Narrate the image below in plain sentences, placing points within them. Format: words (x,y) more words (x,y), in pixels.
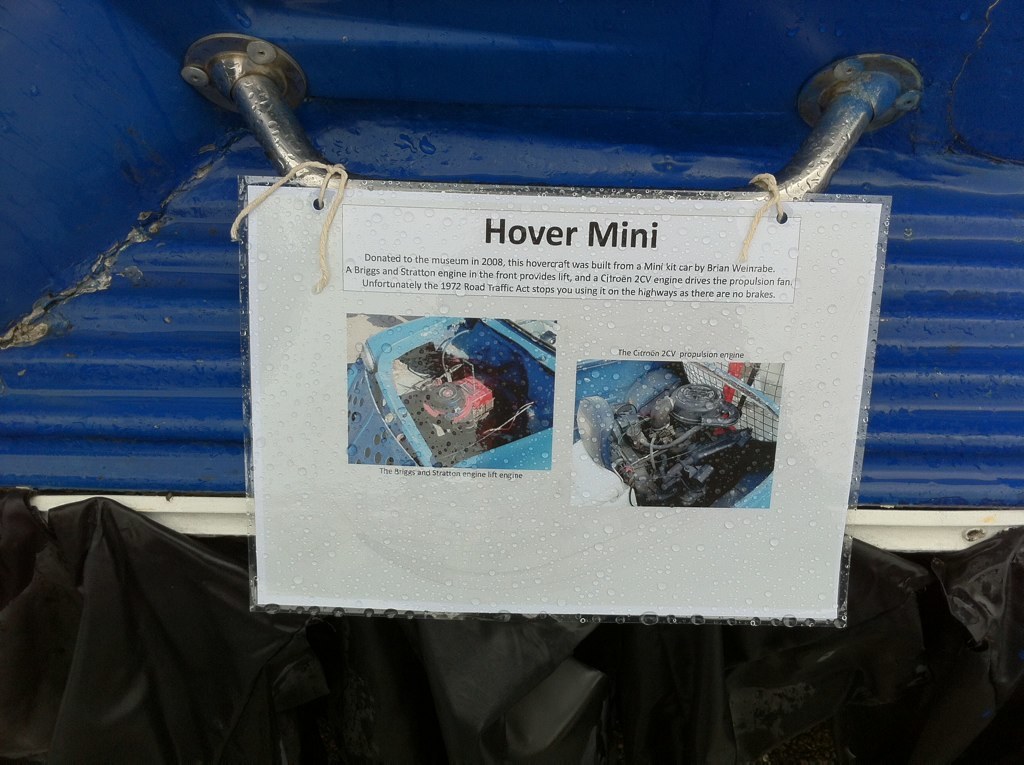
In this picture we can see a blue colored iron material (117,378) to which a steel handle (226,90) is attached. A cardboard (611,221) with HOVER MINI written on it is tied up to the steel handle (218,75). At the bottom (800,712) we have something black covered (372,699).
